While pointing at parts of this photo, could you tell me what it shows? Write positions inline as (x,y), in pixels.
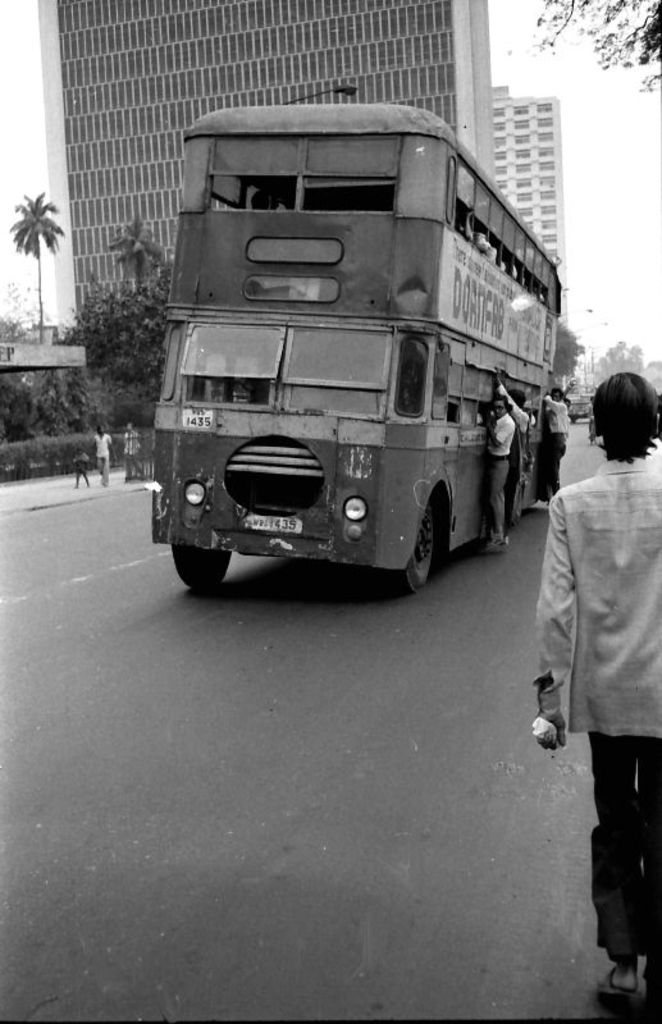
It is a black and white image, there is a bus (356,470) moving on the road (446,807) and some people (624,902) are walking beside the road (72,708), in the left side (105,29) there is a huge building (357,88) and in front of the building (57,262) there are some trees (91,326).
